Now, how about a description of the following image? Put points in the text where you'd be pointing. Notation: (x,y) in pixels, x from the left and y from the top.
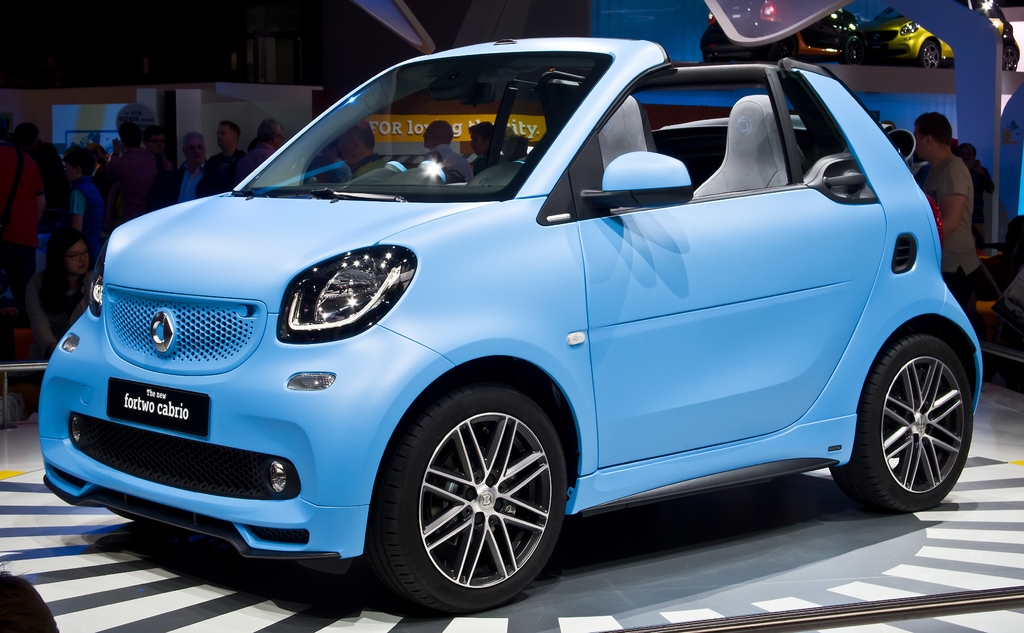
In this picture we can see a vehicle (416,232). Behind the vehicle (357,339), there are groups of people (32,228) and boards (185,116). In the top right corner of the image (813,40), there are two other vehicles (829,36). On the left side of the image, there is a rod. Behind the boards (80,135), there is a dark background (69,54).
